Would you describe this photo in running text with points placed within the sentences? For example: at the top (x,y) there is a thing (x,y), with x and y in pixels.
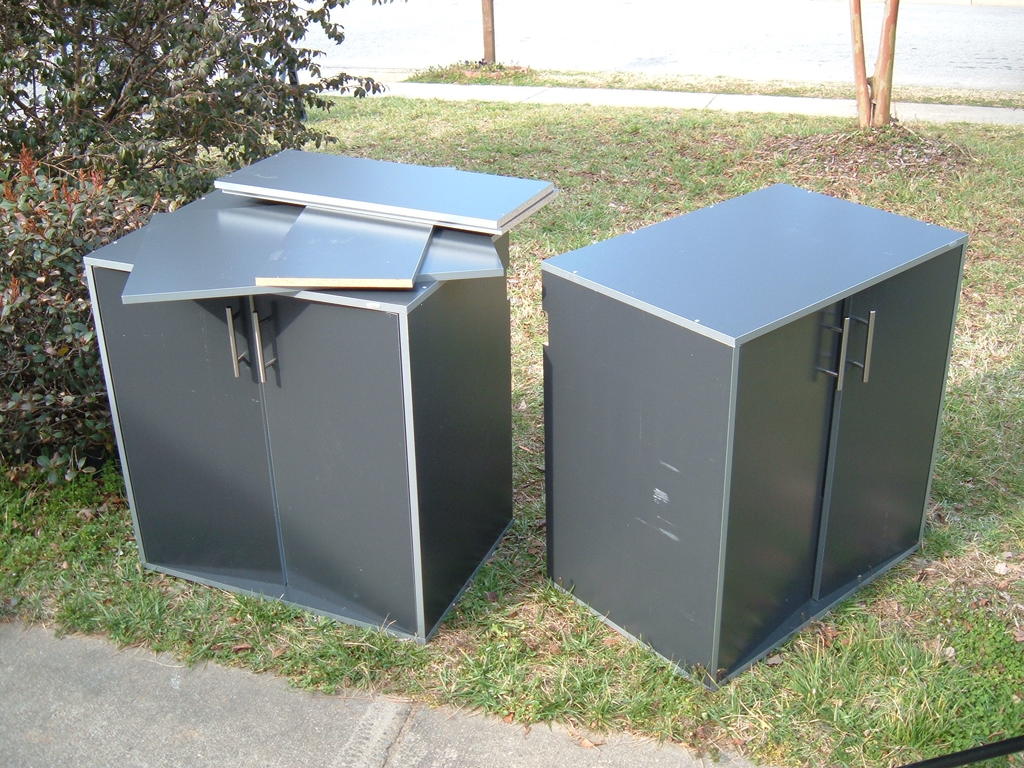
In this image we can see two small wardrobes (838,253) on the grass (860,696). We can also see the trees (271,133) and also path (719,104).
